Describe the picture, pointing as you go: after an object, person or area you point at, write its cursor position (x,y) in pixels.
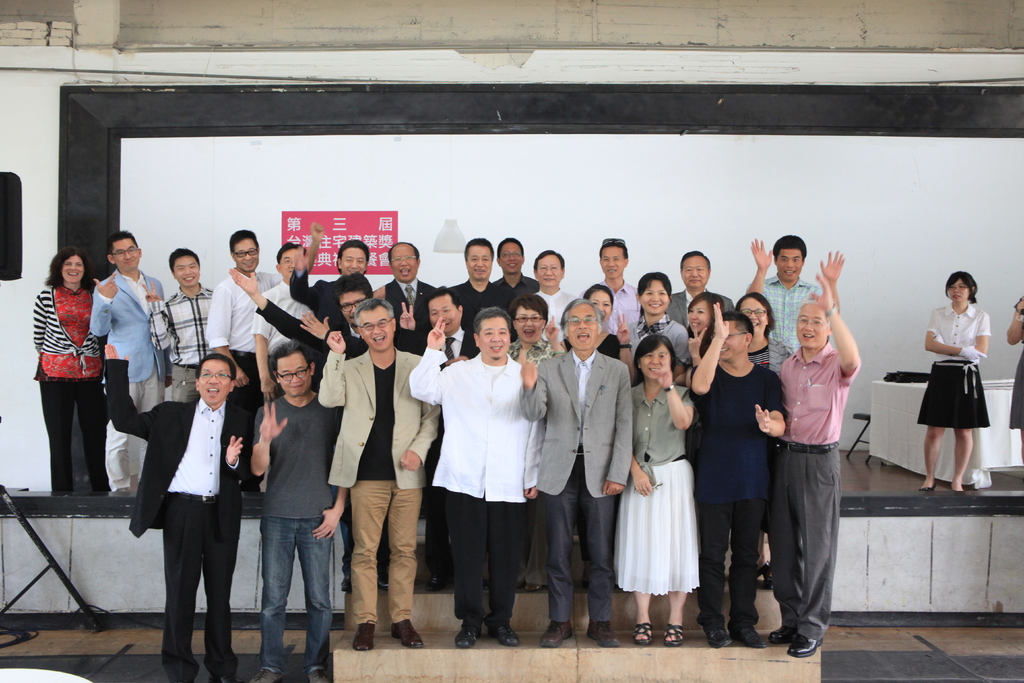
In this image there is a metal stand (40,541) and an object (19,186) on the left corner (16,601). There is a table (922,437) with an object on it, there is a chair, there are people (938,448) on the right corner (965,403). There are people (363,256) standing in the foreground (431,384). And there is a screen (554,137) in the background (969,220). There is floor (894,659) at the bottom (917,660).
